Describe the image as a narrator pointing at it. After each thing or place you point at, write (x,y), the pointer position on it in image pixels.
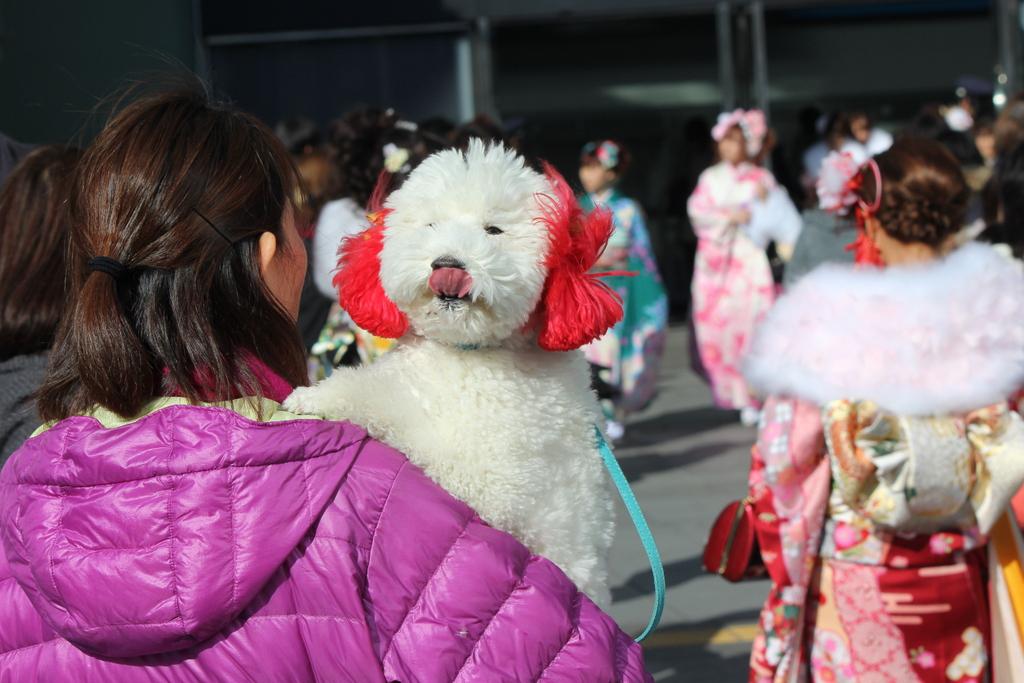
In this image I see lot of people (956,110) who are standing and I see a dog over here.
